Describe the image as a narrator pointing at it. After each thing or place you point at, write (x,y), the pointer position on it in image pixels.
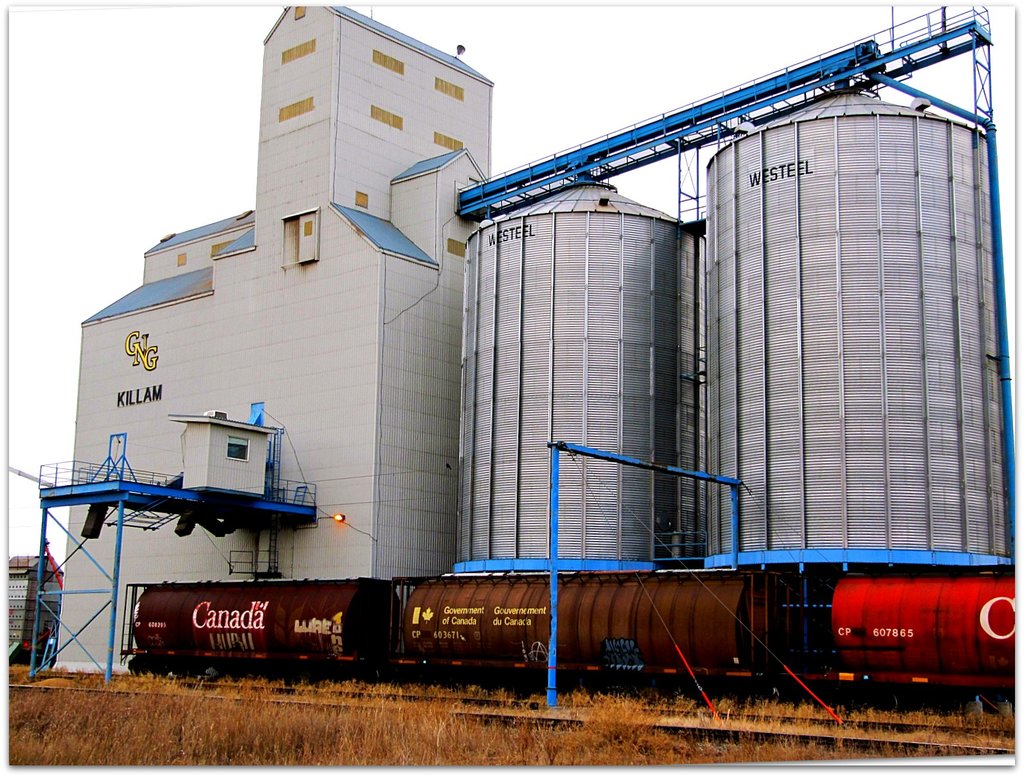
In this picture we can see a building (187,376) and westeel's (606,372) and behind the building (172,422) there is a sky (154,102) and in front of the building (125,528) there is grass (194,751) and a railway track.
